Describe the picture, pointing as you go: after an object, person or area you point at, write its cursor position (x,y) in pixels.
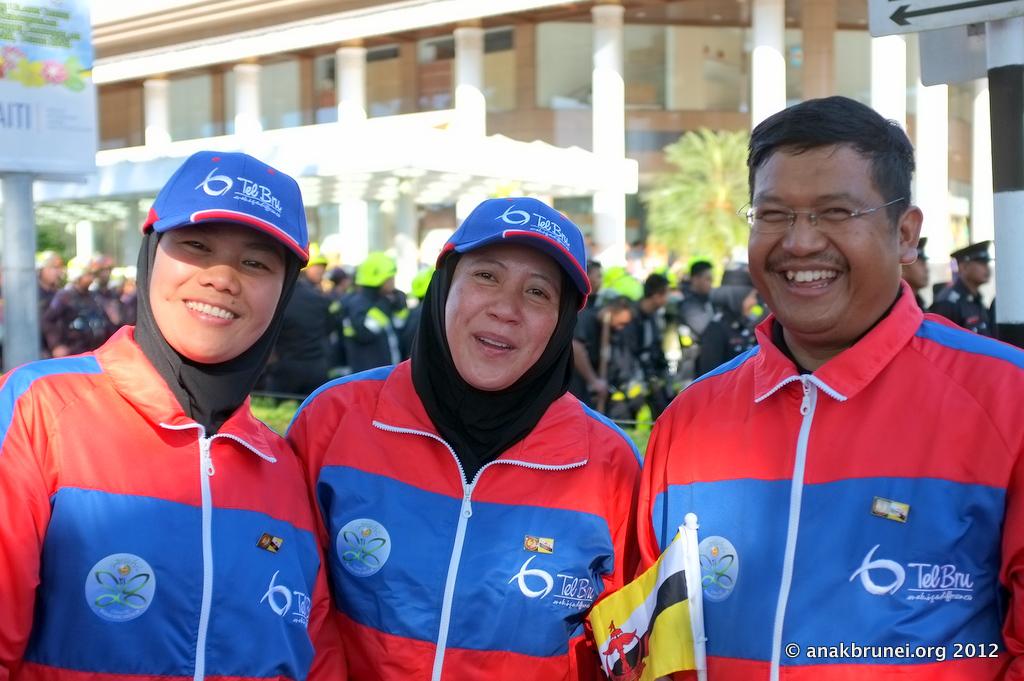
In this image we can see persons (326,346) standing on the ground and one of them is holding a flag (671,628) in the hands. In the background (63,93) we can see poles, advertisement boards (71,80), sign boards (964,51), trees (734,159) and a building (393,64).
